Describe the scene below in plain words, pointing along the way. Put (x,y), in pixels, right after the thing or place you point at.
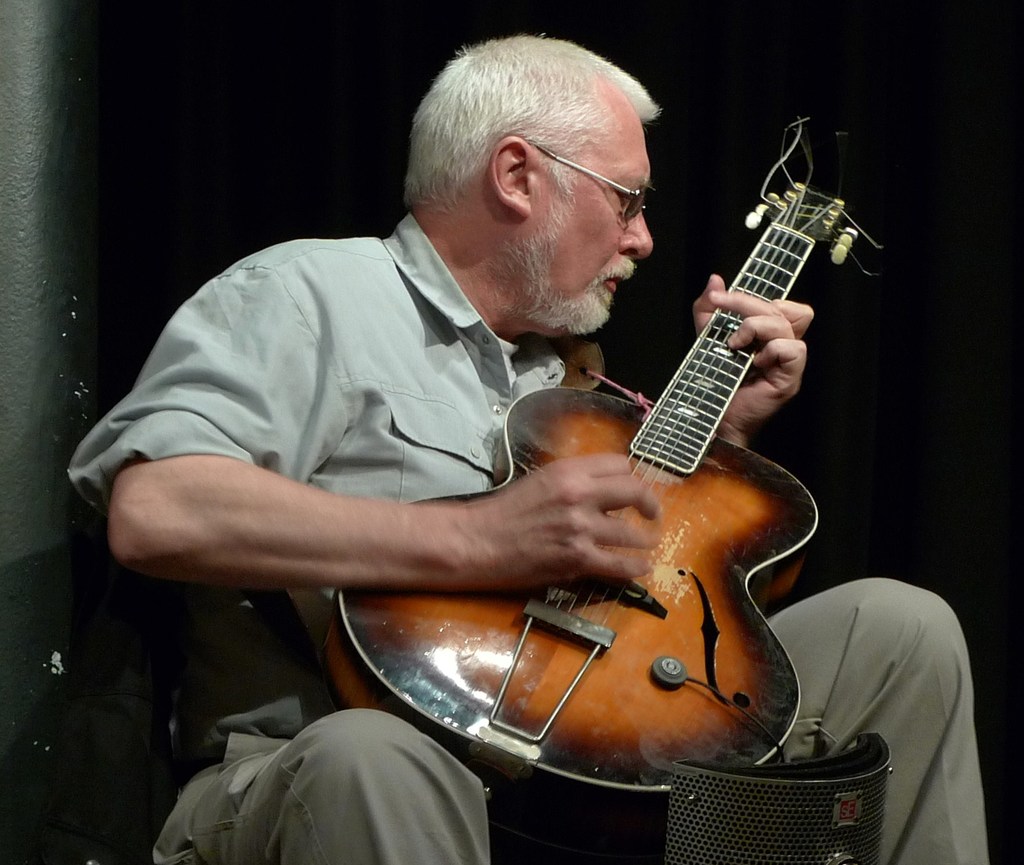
This man (271,699) is sitting and playing a guitar (705,561).
